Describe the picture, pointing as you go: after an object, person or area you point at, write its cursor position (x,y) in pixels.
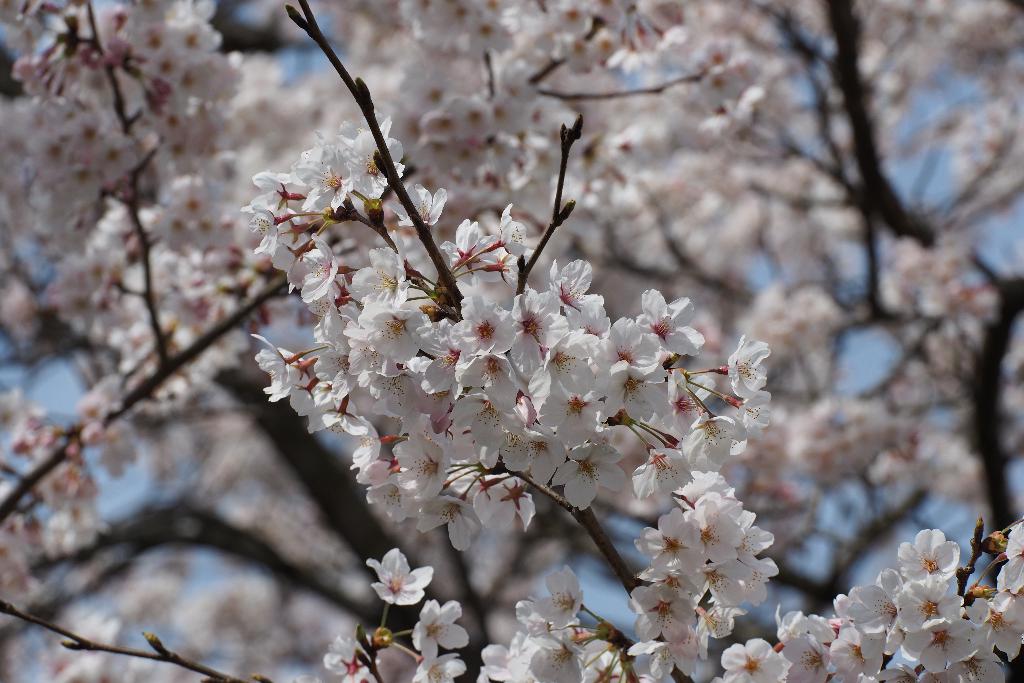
There is a tree (553,606) which is having white color flowers (363,287). In the background (93,466), there is sky (87,449).
